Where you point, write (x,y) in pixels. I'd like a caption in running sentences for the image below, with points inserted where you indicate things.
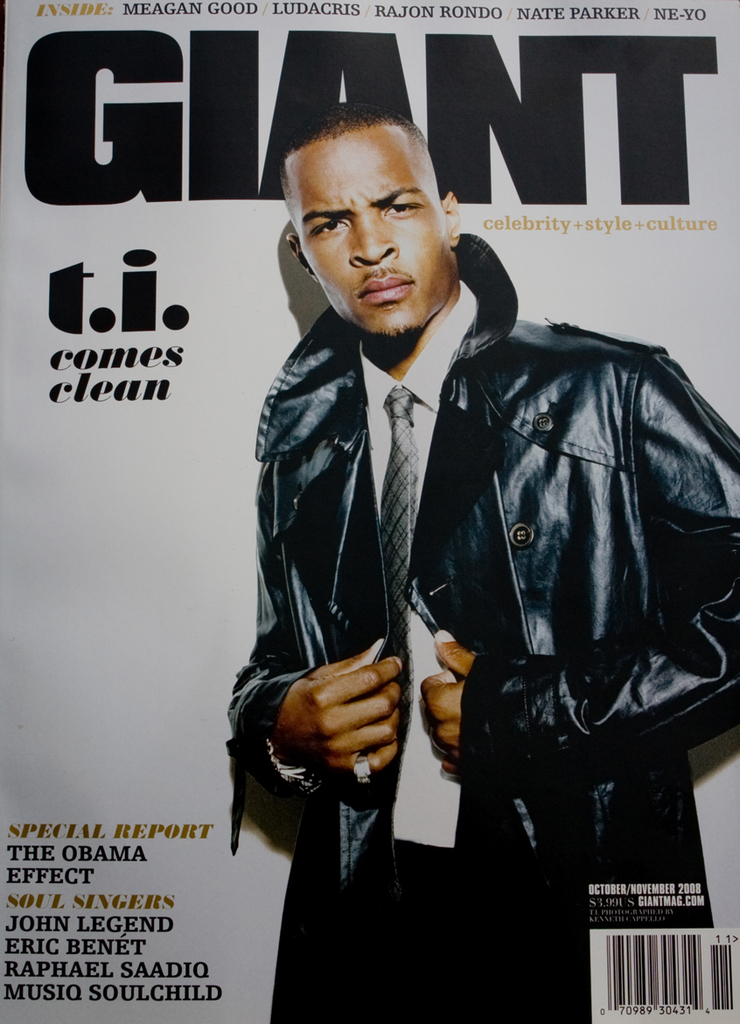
In this image there is a picture (386,564) of a person (335,579) with some text (200,41) on a magazine cover (212,328).
